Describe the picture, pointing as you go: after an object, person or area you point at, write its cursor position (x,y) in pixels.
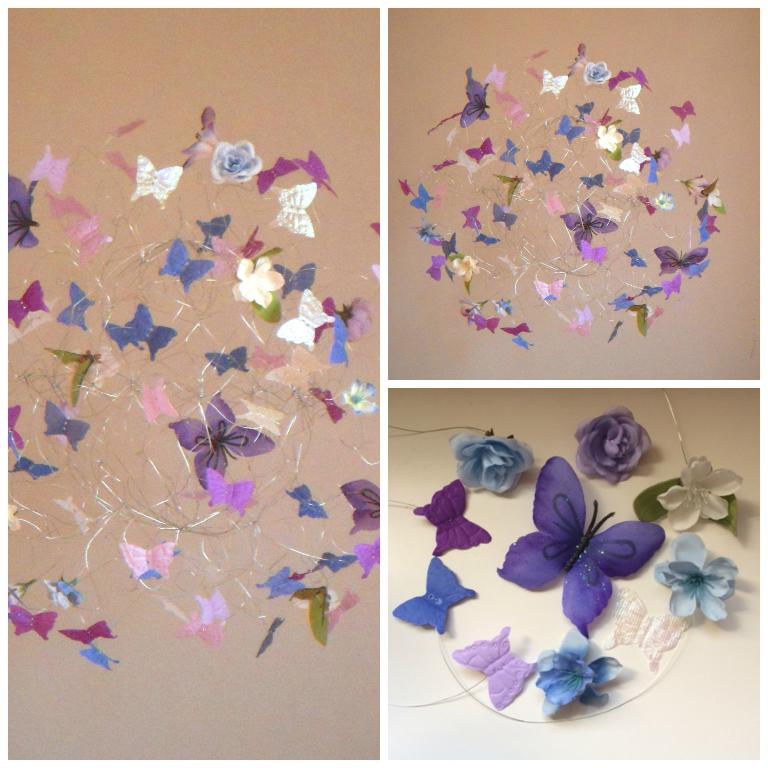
This is a collage picture. I can see wires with butterflies (216,225) and flowers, and in the background (361,165) there are walls (50,41).
